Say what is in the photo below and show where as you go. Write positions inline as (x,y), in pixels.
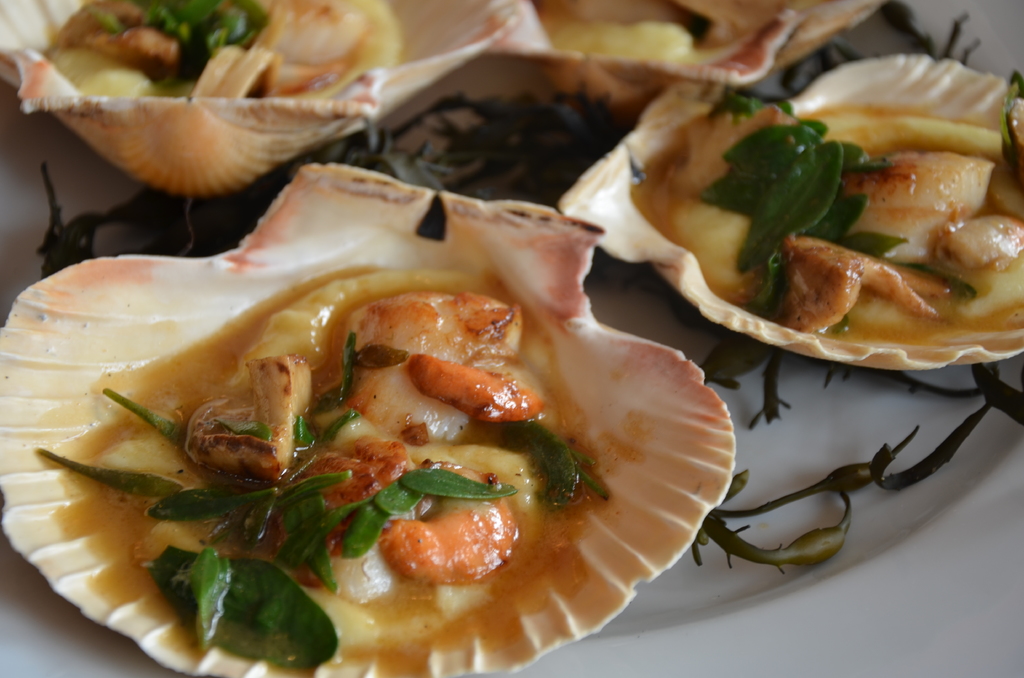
In this image there are food items (297,337) on the shells (111,326), which are placed on the plate (797,527).
